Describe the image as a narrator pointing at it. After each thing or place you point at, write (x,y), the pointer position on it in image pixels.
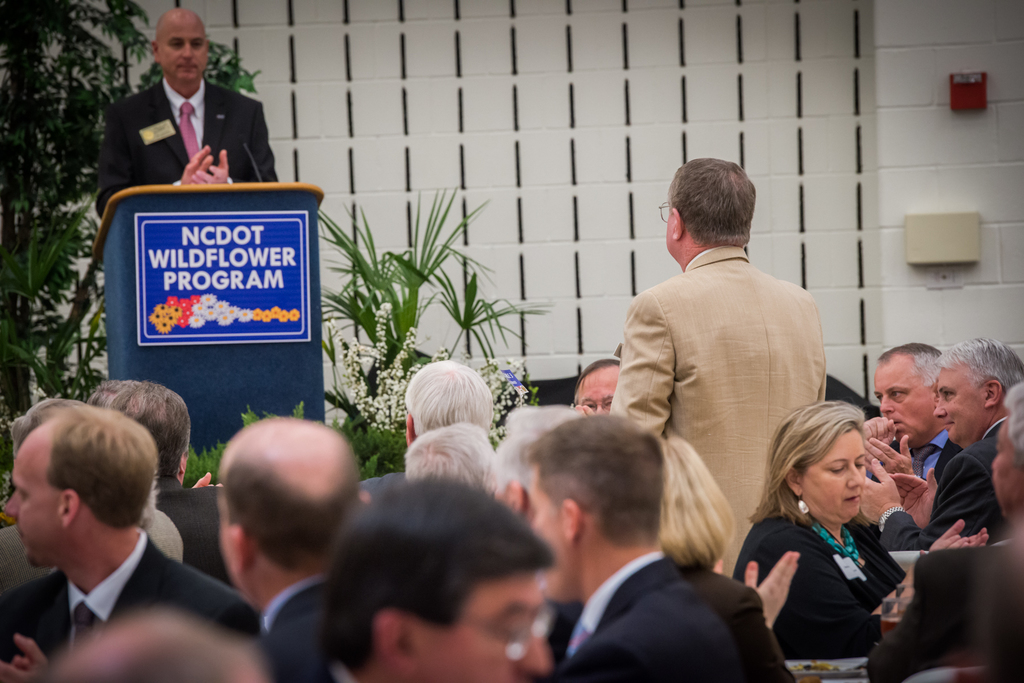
Here we can see few people (363,638) sitting on the chairs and on the right (710,336) there is a man (706,320) standing. In the background (159,146) there is a man (172,139) standing at the podium (198,262) and we can see trees (25,276), plants (38,284) and wall (641,86).
